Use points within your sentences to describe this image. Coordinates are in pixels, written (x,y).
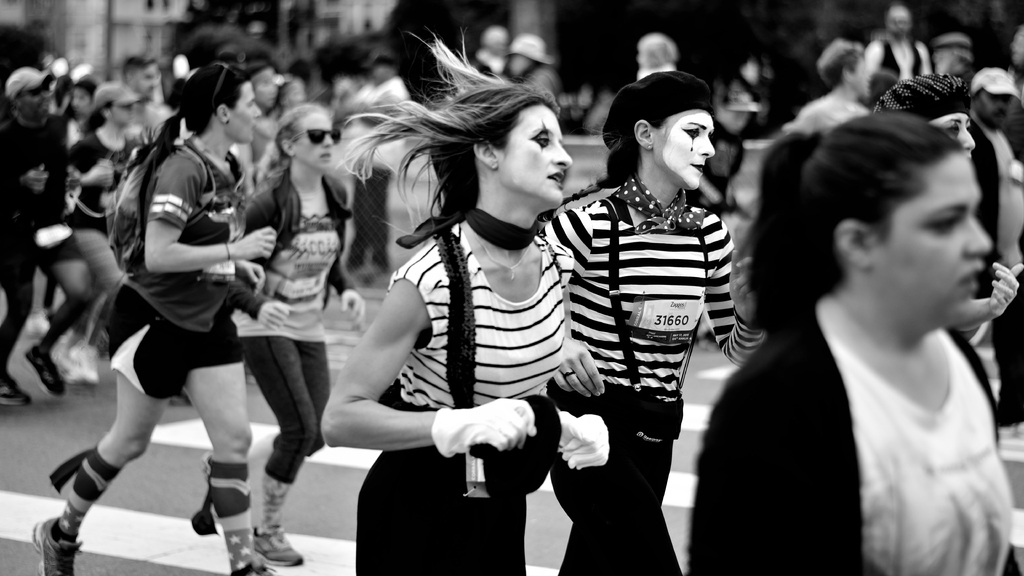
In this image people (519,409) are running on the road (260,416). Few people (1006,91) are standing on the road (390,220). Left side (38,151) there is a person (53,116) wearing a cap (40,72). Right side (815,351) there is a woman (810,336). Background (97,32) there are buildings (53,36).
